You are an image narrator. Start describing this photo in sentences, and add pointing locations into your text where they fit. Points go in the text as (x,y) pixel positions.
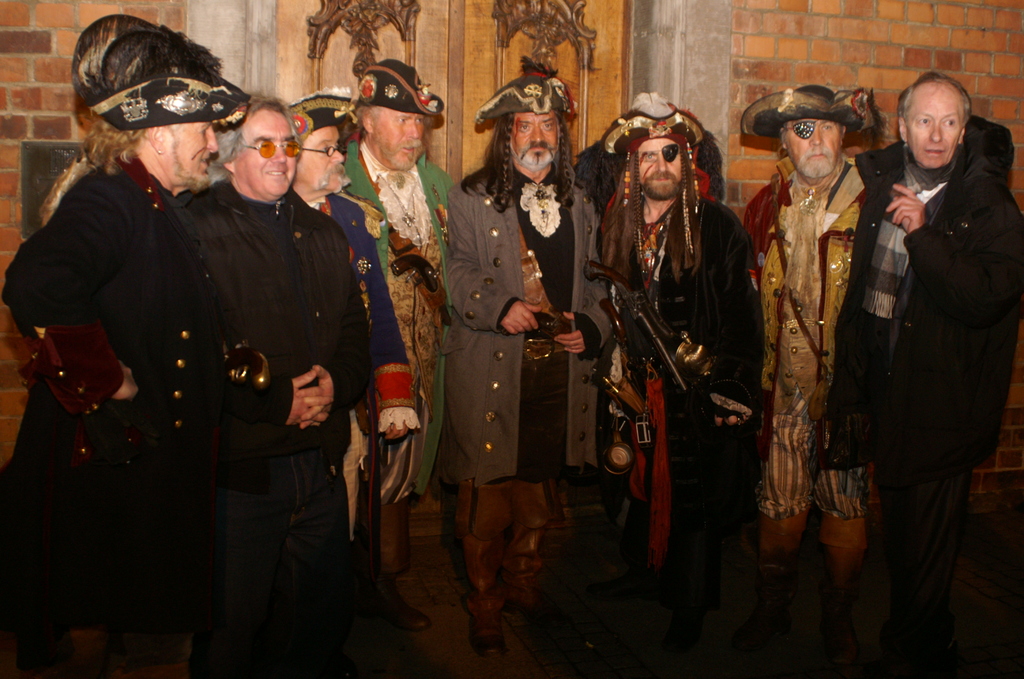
In this image there are people (983,276) standing in their costumes (423,243), in the background (684,12) there is a wall (761,12).
